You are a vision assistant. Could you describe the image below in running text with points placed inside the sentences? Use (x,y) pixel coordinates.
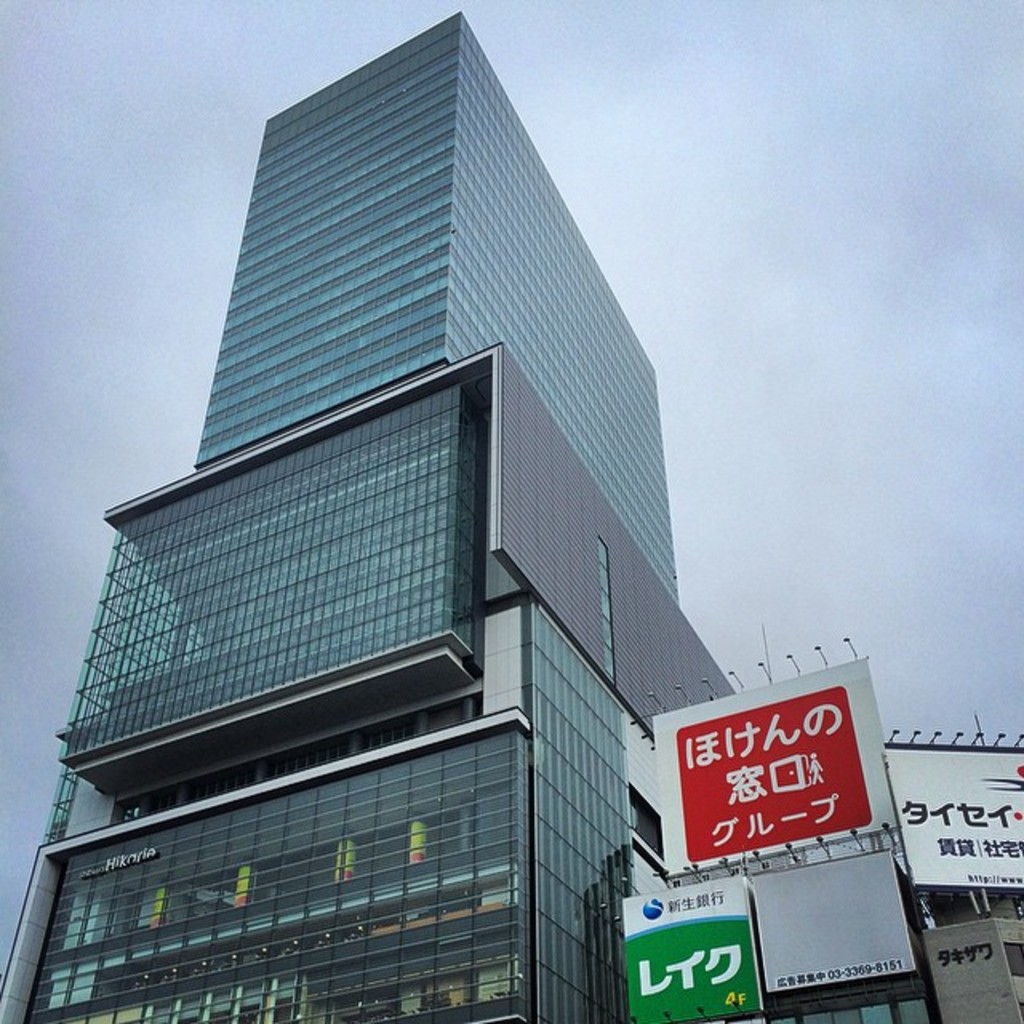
In this image there is a building (447,313), in the bottom right (819,978) there are boards (775,821), on that boards (753,831) there is some text (728,837), in the background (643,335) there is the sky (597,141).
